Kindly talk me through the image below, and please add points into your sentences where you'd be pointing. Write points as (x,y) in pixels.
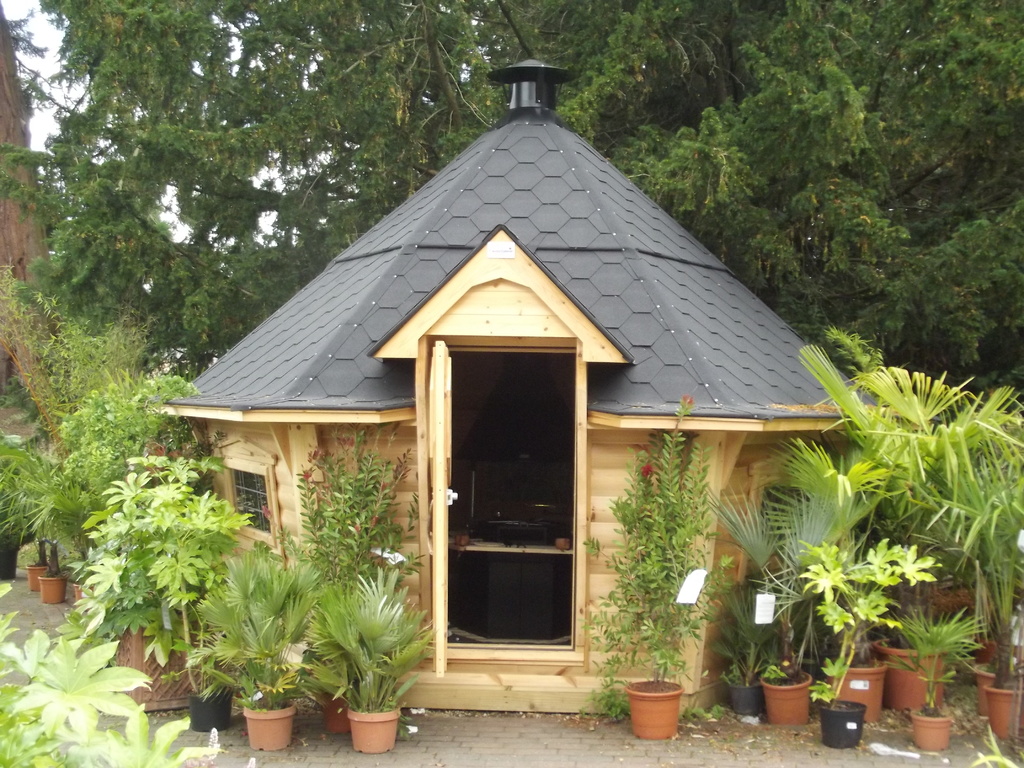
In this picture we can see a hut (378,423) and in front of the hut (410,524) there are plants (271,636) in the pots (773,721). Behind the hut (281,316) there are trees (305,140) and a sky (42,87).
